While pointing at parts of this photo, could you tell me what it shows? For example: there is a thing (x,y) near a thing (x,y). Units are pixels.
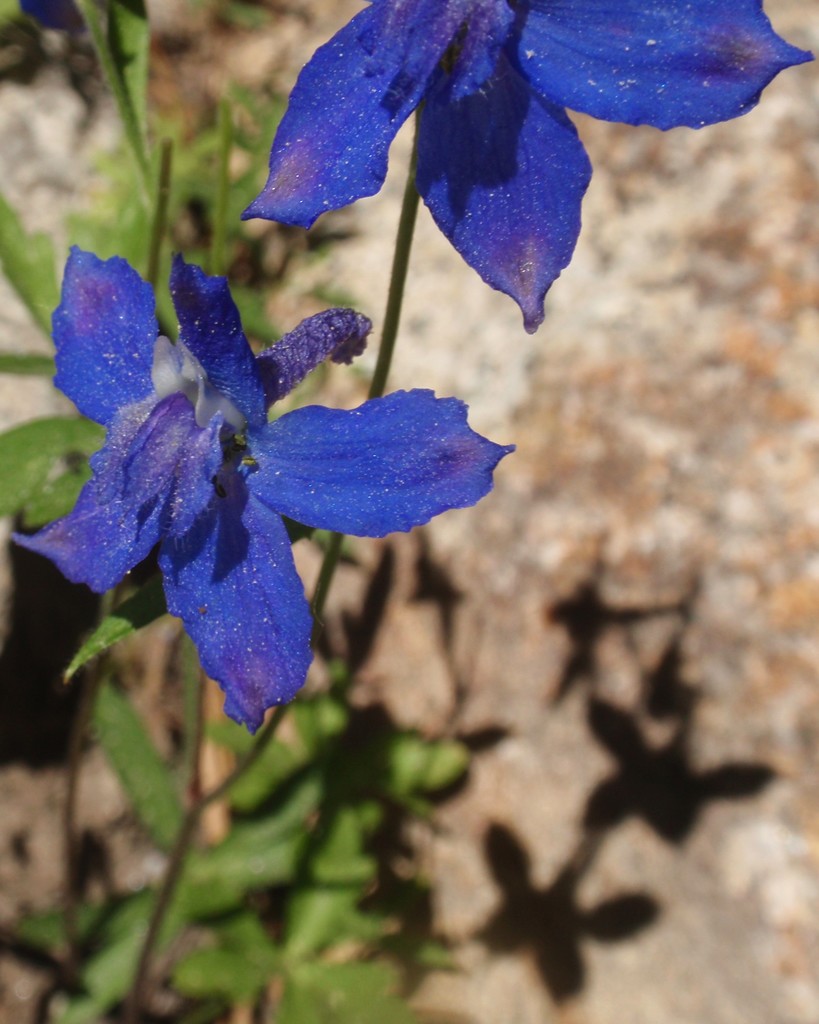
In this image we can see some plants (187,618) to which there are some flowers (232,355) which are of violet color.
